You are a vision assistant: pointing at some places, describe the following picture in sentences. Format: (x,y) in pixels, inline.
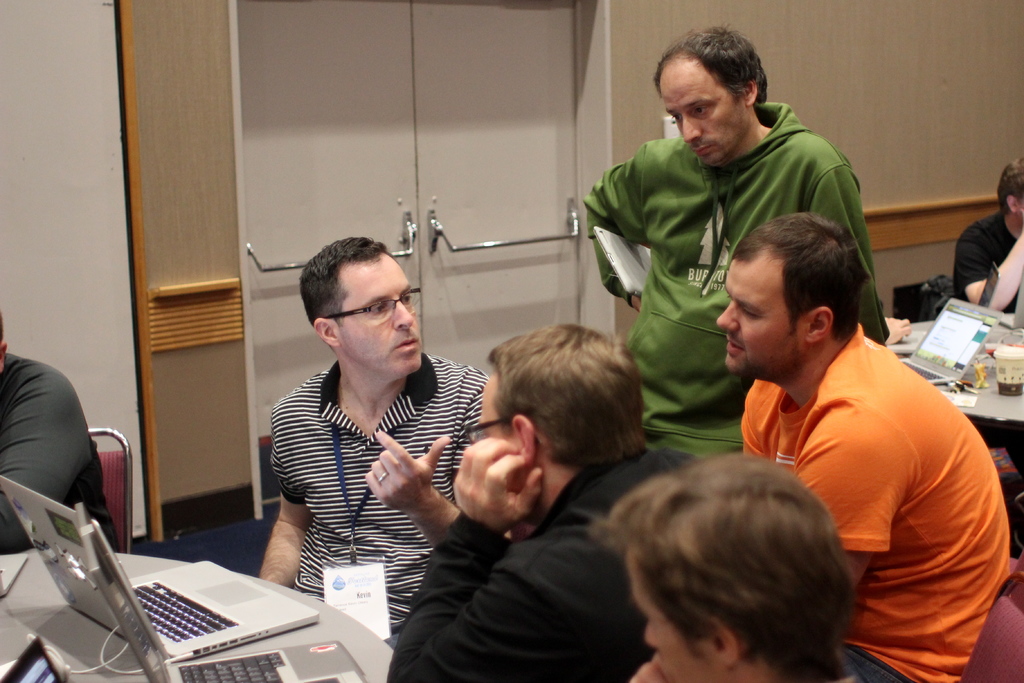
In the picture there are many people (317,395) sitting on the chair (118,511) with the table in front of them, on the table (51,593) there are laptops (77,567) present, there are cables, there is a wall (41,129), on the wall (102,121) there is a door (537,136).
